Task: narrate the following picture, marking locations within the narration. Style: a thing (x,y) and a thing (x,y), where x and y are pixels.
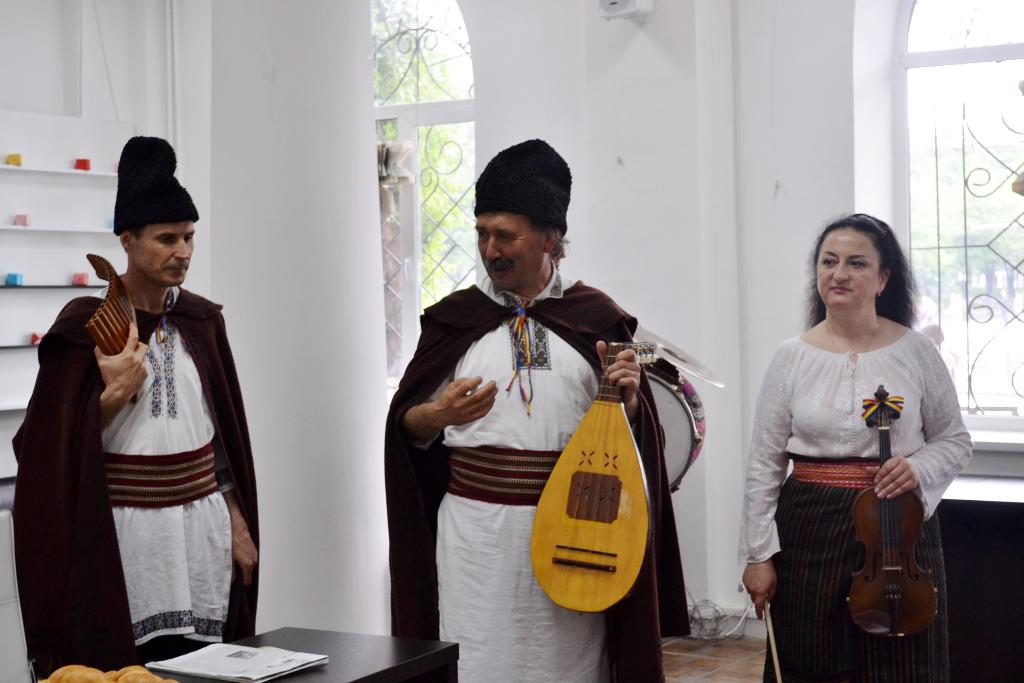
In this image I can see three persons (896,297) standing. The person (756,496) at right (842,445) wearing white shirt (840,452), black skirt (854,543) and holding a musical instrument (887,461) and I can see few papers (263,655) on the table (365,674). Background (622,98) I can see two windows (406,62) and the wall (593,139) is in white color.
